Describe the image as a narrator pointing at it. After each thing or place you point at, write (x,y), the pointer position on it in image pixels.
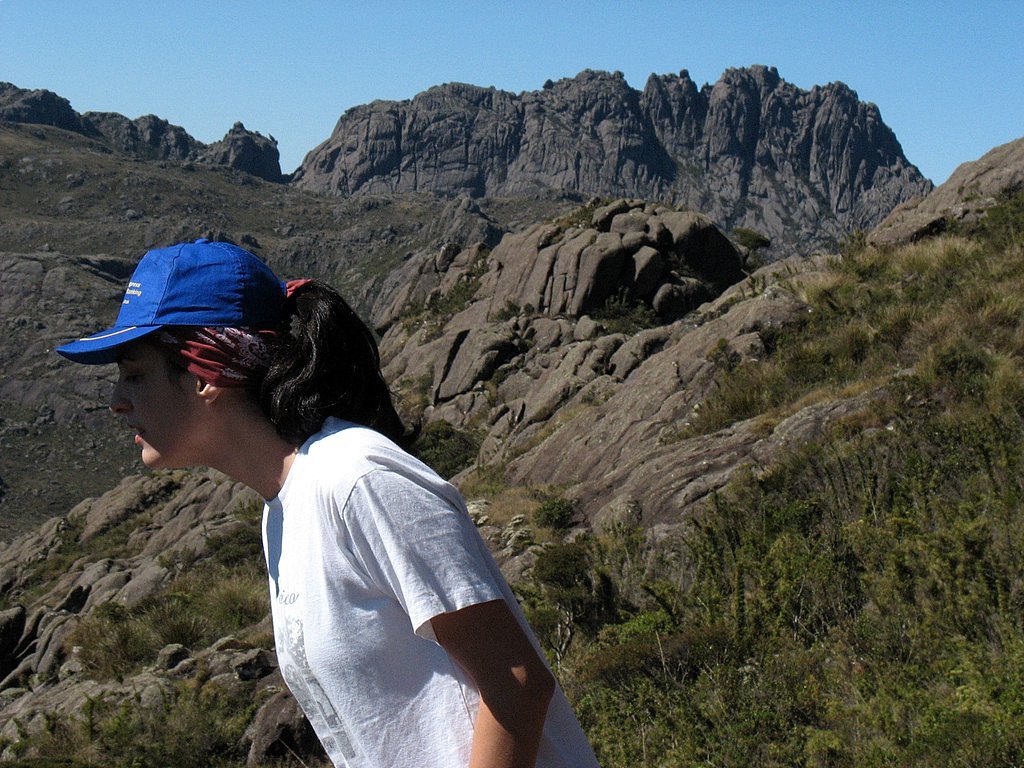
In this image we can see a woman (427,496) standing wearing a cap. We can also see a group of plants (751,616), grass (624,693), the mountains (41,724) and the sky (279,82) which looks clear.
